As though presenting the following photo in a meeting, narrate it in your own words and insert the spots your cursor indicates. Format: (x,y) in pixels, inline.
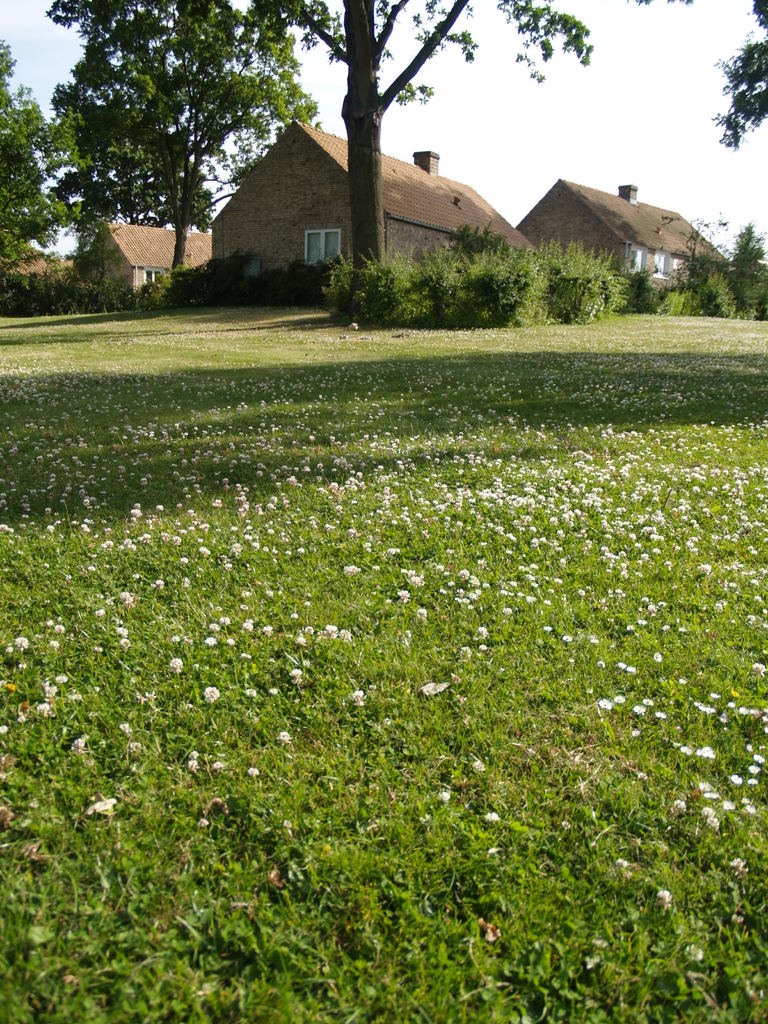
In the picture we can see the grass surface (593,944) and far away from it, we can see some plants (723,299) and tree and behind it, we can see some houses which are brown in color windows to it and behind it we can see the sky (589,90).
